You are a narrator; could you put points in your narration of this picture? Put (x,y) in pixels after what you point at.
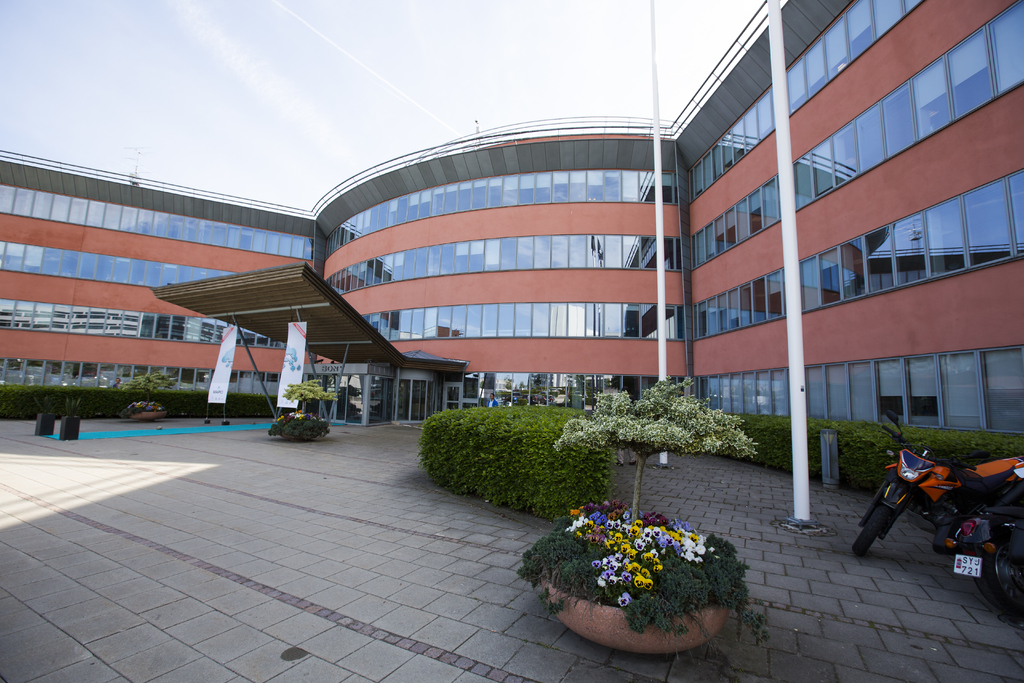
At the bottom (632,516) I can see few plants (661,430) and a flower pot (600,614) on the ground (399,631). In the flower pot (641,560) I can see many flowers (608,558) which are in different colors. On the right side (999,525) there are two bikes (951,539) on the ground (910,580). In the background (503,299) there is a building (702,254) and I can see two poles (782,200). At the top (405,70) I can see the sky (270,37).
